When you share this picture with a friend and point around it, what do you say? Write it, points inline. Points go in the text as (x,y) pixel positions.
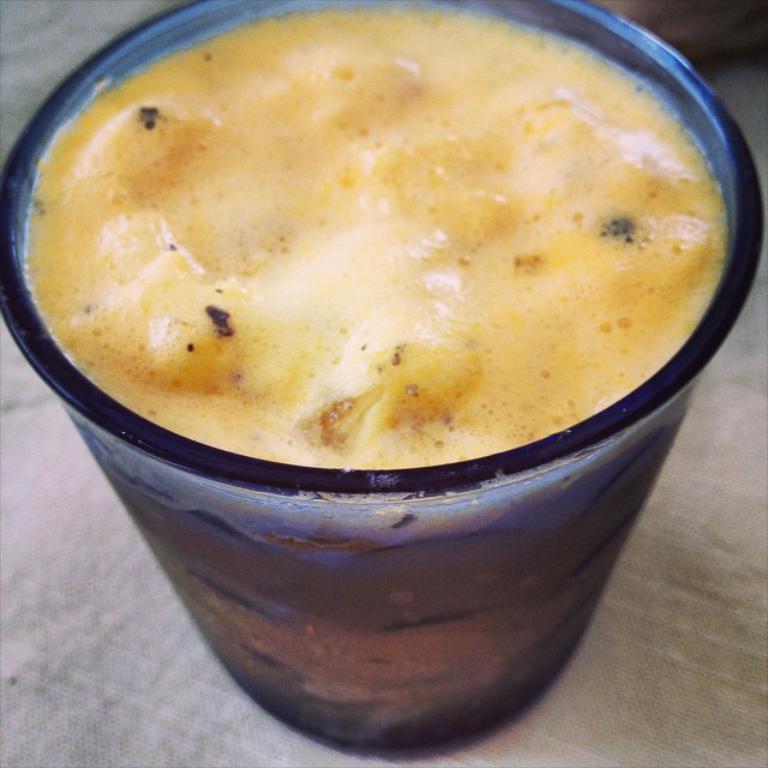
In this image we can see a glass (317,641) containing drink (444,440) in it placed on the surface (621,610).
